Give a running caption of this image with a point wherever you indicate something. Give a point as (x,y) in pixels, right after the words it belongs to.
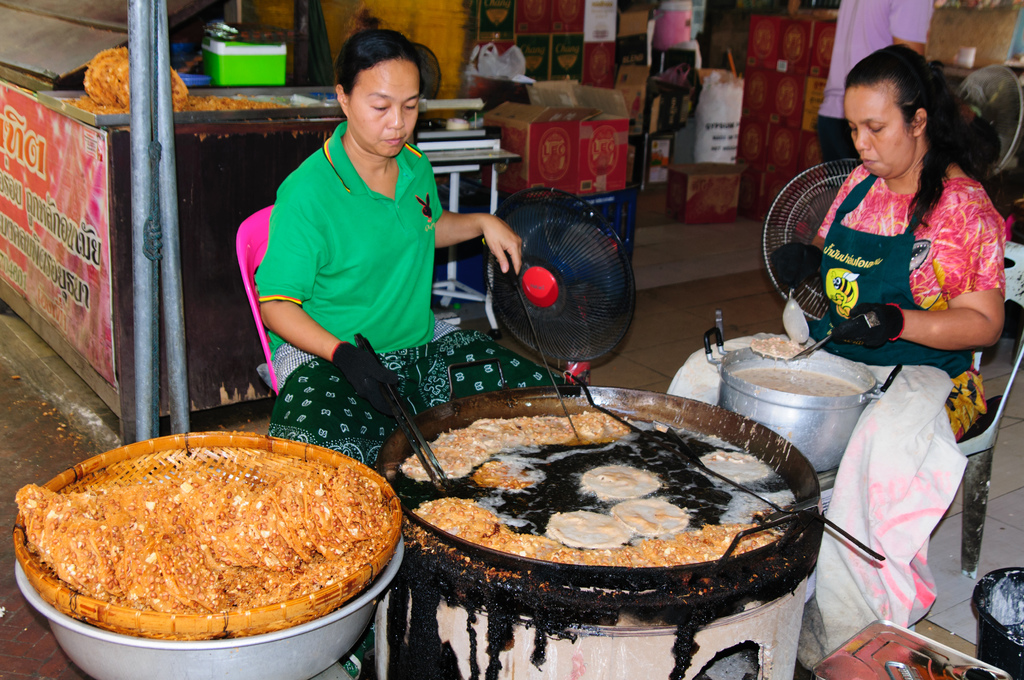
On the left side (205,540), there are food items (220,558) arranged on a wooden vessel (83,488) which is on the other vessel (328,623). On the right side (964,358), there is a woman (964,280) sitting on a chair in front of a vessel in which, there is a paste (789,371) and holding two objects (824,340) with both hands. Beside her, there is a woman (344,90) in green color t-shirt (369,205), sitting on a pink color chair (248,233) and holding two objects (389,386) and places these objects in the oil (753,489) which is on the pan (687,406), there are food items (563,519) on the oil (624,454). In the background (594,337), there is fan (584,319), there box (238,43) and other objects (188,84) on the table (217,96), there is a person (871,35) standing and there are other objects (708,130).
